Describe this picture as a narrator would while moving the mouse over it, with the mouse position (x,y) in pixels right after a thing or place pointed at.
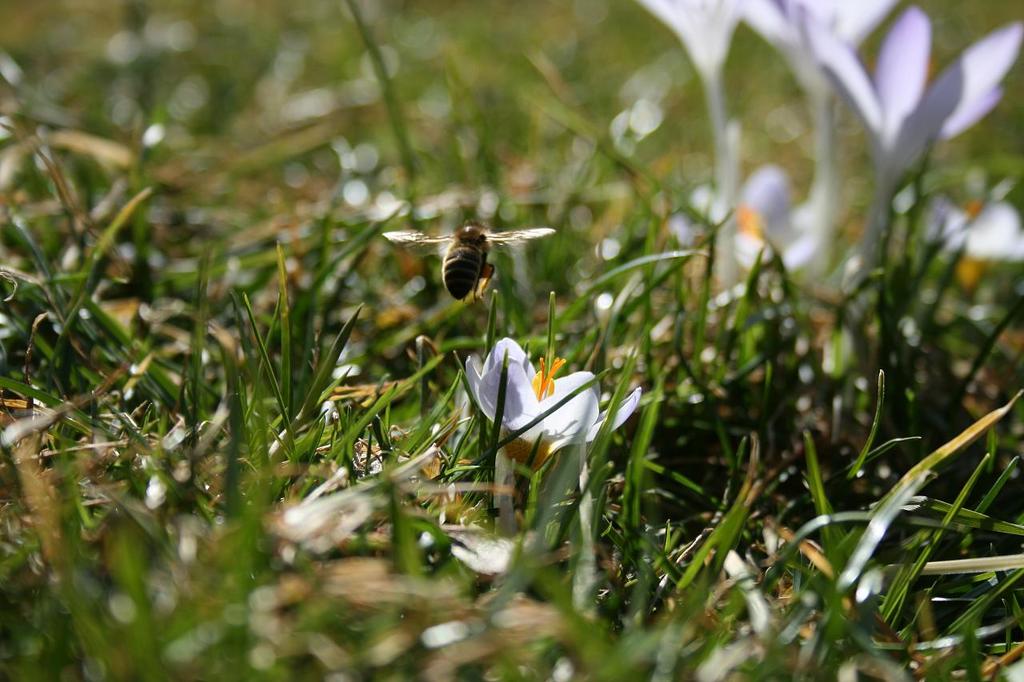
In this picture we can see green grass (885,256) and flowers (872,261). We can see a honey bee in the air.
